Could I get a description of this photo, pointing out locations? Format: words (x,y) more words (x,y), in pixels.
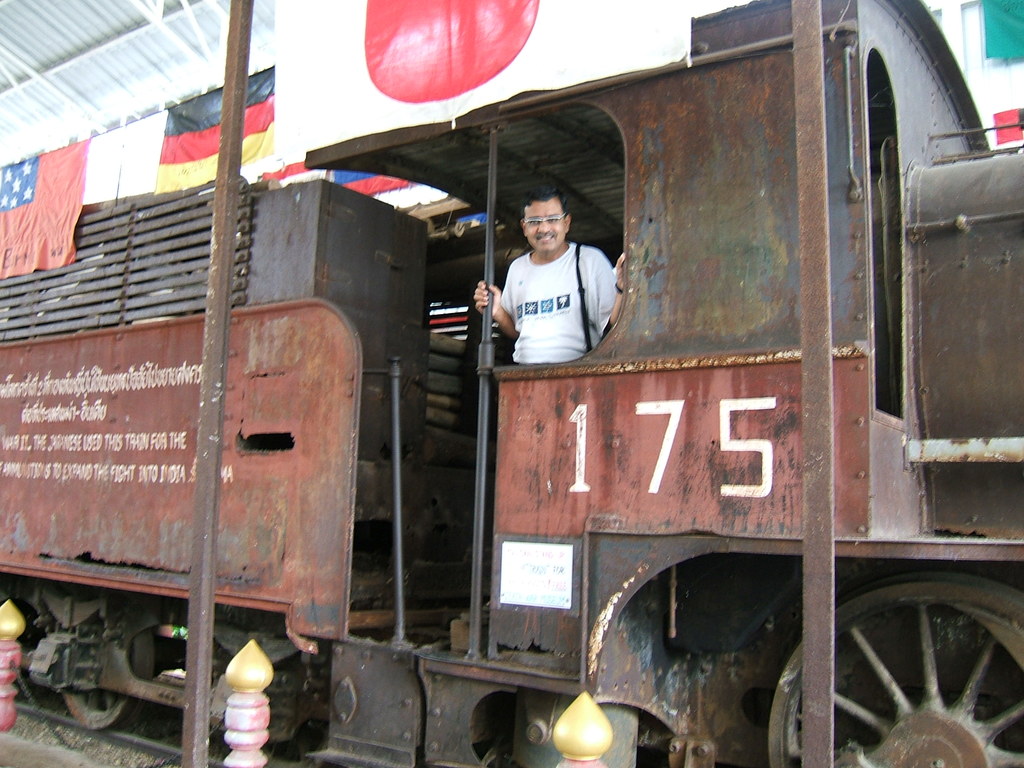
In this picture there is a train (81,639) in the center of the image (613,460) and there is a person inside it, there are flags (332,27) and a roof (47,67) at the top side of the image (96,10) and there is a building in the top right side of the image (1012,93), there is a pole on the left side of the image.
